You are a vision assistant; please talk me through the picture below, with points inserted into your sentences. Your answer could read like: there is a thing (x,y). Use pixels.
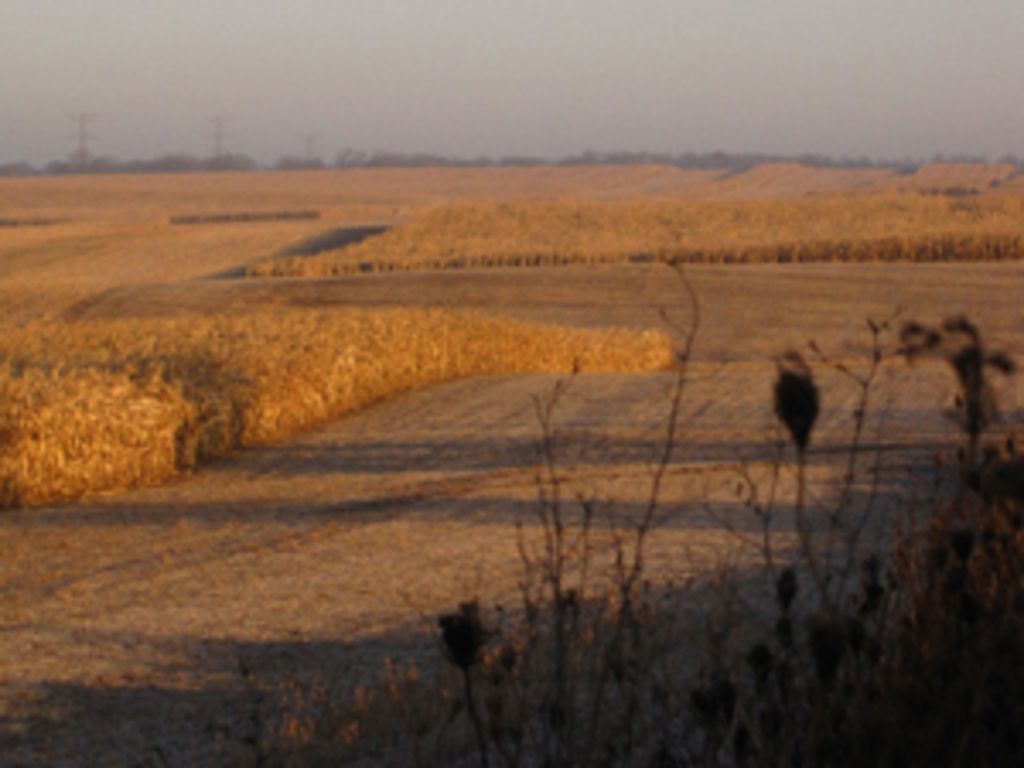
In this image we can see a dried land (398,423) with some plants (370,358). On the backside (463,96) we can see the sky (603,75) which looks cloudy.
